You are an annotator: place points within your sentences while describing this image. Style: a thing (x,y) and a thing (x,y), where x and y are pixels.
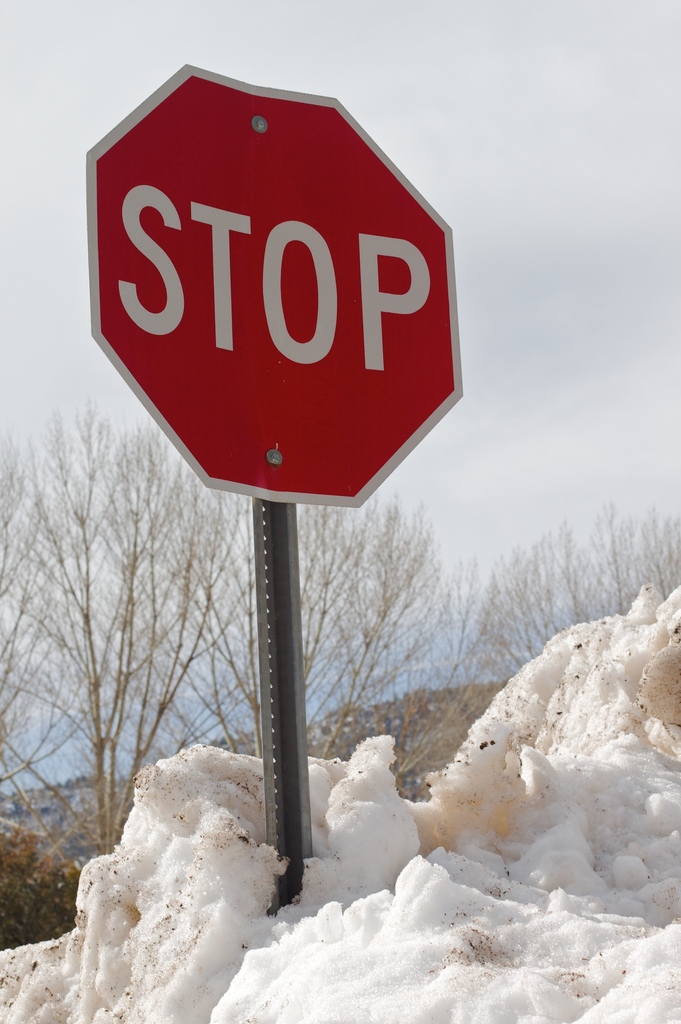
In this image there is a sky (331,676), there are trees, there is ice (512,862), there is a stop board (228,250) on the ice (311,888).
